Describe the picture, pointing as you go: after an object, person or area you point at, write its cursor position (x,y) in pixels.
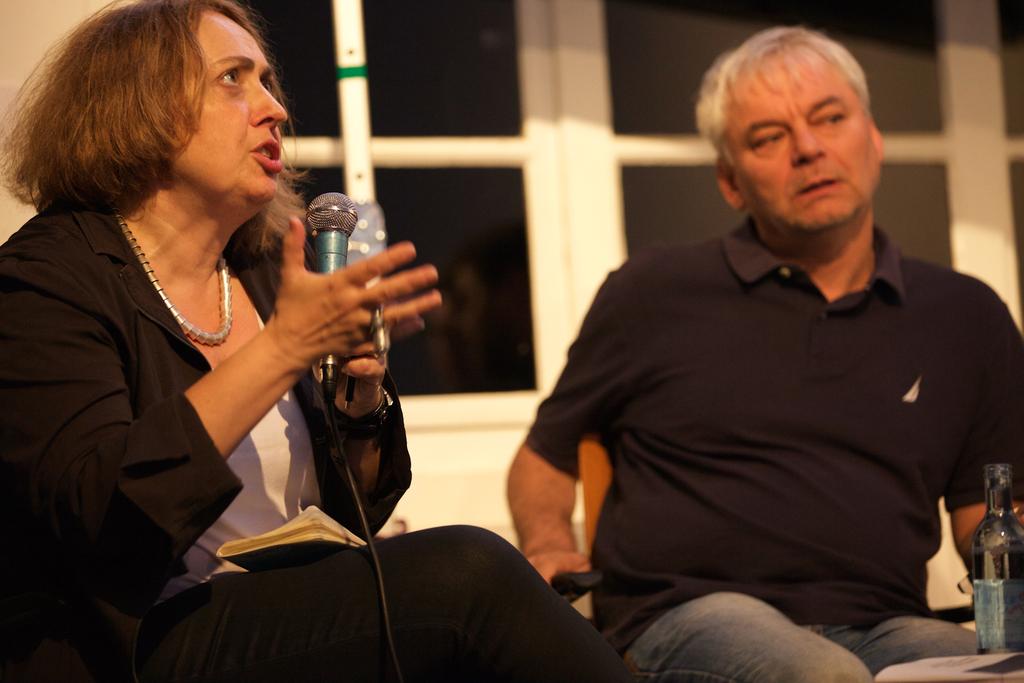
In this image I can see a woman (168,454) sitting and talking on a mike (345,279). She wore a black dress (119,382) and a silver necklace (209,337). Beside her I can see a man (737,526) sitting on a chair (585,592) beside a glass bottle (997,556). At the background (510,212) I can see a window (517,178) which was white in color, and this is book (279,556).
